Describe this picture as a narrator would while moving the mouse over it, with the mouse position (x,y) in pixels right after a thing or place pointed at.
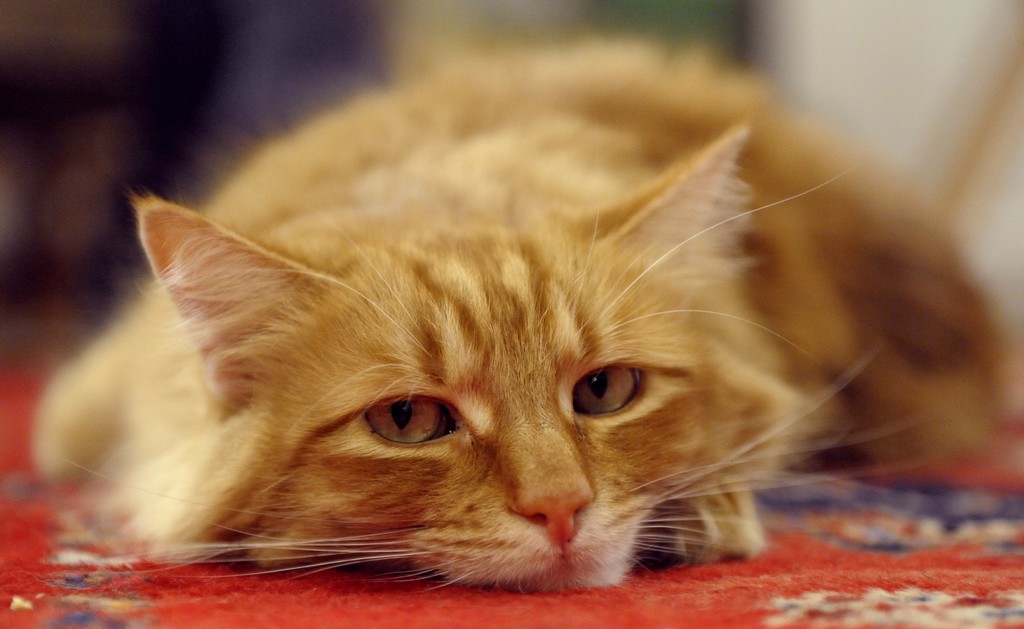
In the center of the image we can see one carpet (433,592). On the carpet (354,622), we can see one cat (519,291), which is brown in color.
